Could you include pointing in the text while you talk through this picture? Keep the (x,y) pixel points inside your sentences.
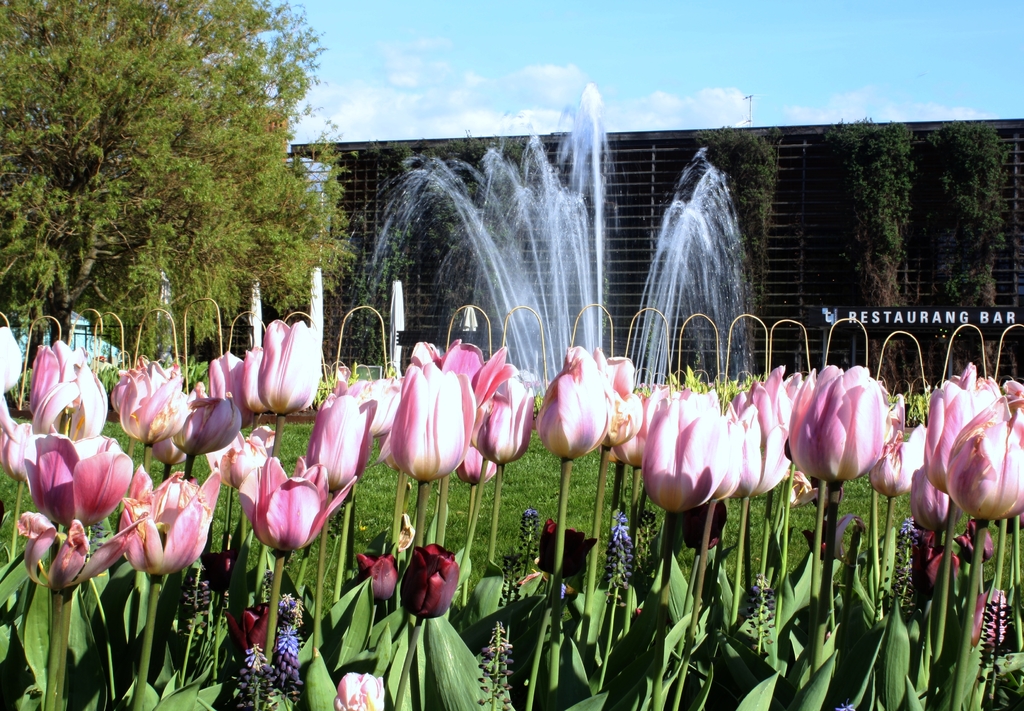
In this image, we can see some flowers (50,501) and there are some water fountains (702,293), we can see grass (200,483) on the ground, there are some green trees (0,251), at the top (595,54) we can see the sky (729,49).
